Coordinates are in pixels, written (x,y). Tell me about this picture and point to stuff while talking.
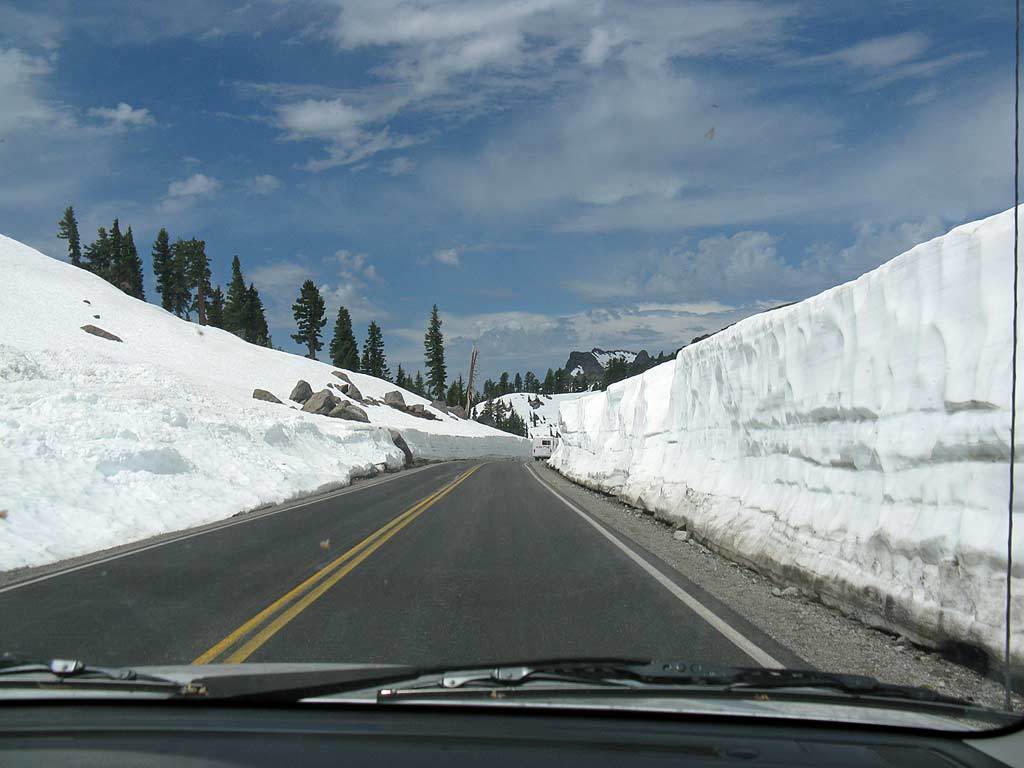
This picture has been captured from the vehicle (184,755), from which we can see the road (371,489) and snow mountains (976,445) beside the trees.
